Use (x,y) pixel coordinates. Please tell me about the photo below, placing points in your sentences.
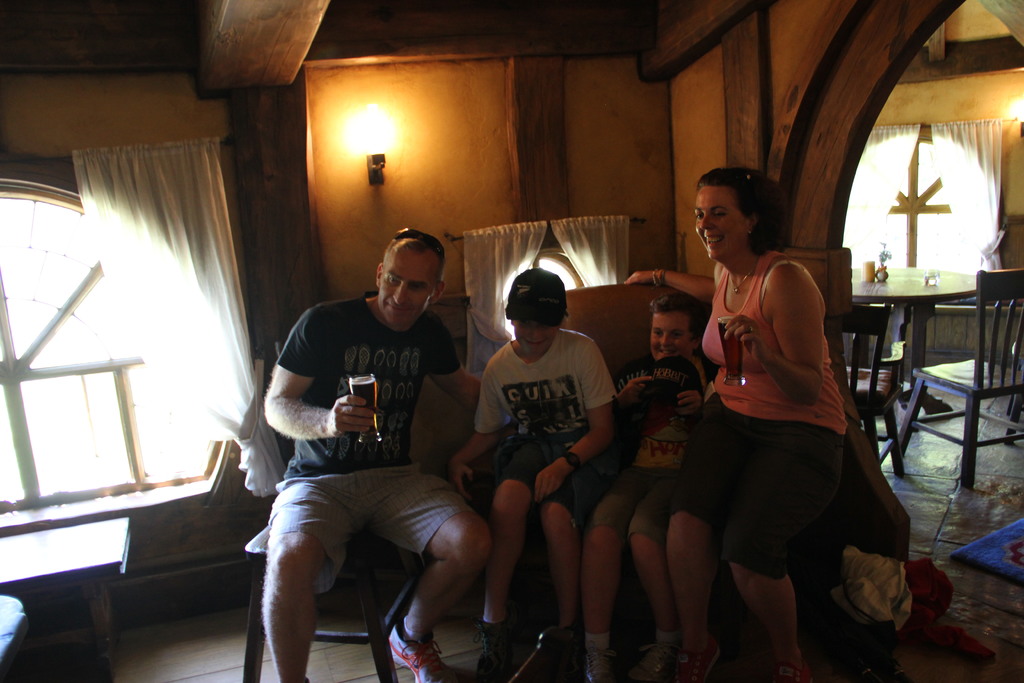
This is the picture inside the room (475,498). There are four people (716,494) in the image, there are sitting and smiling. At the back (388,111) there is a light (356,109) and at the left (96,310) there is a window (71,267) and at the right (900,340) there is a table (897,291) and chairs (875,350) and at the bottom (984,550) there is a mat (975,560).
